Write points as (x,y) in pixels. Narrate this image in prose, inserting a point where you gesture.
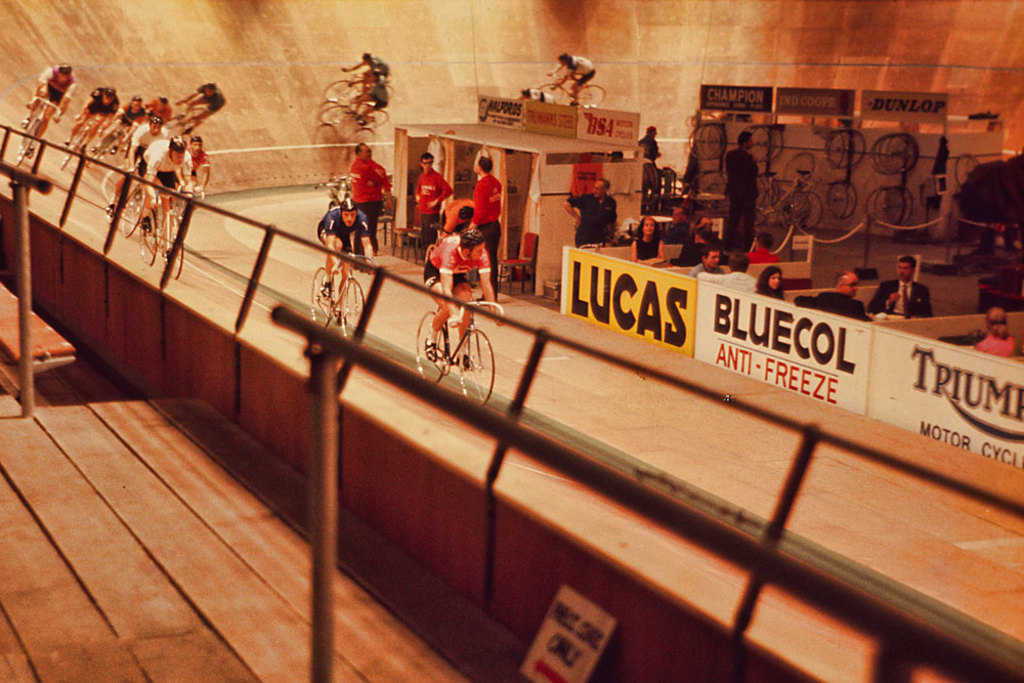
In this image there are people (198,114) riding on the bicycles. Few people (372,203) are standing on the floor (542,301). Right side (694,239) people (995,337) are sitting. There are boards (746,88) attached to the wall (839,156) having wheels (894,150) attached to it. Left side (97,304) there is a wall (180,311) having a fence (189,218). There are metal rods (319,622) on the wooden floor (186,571).
